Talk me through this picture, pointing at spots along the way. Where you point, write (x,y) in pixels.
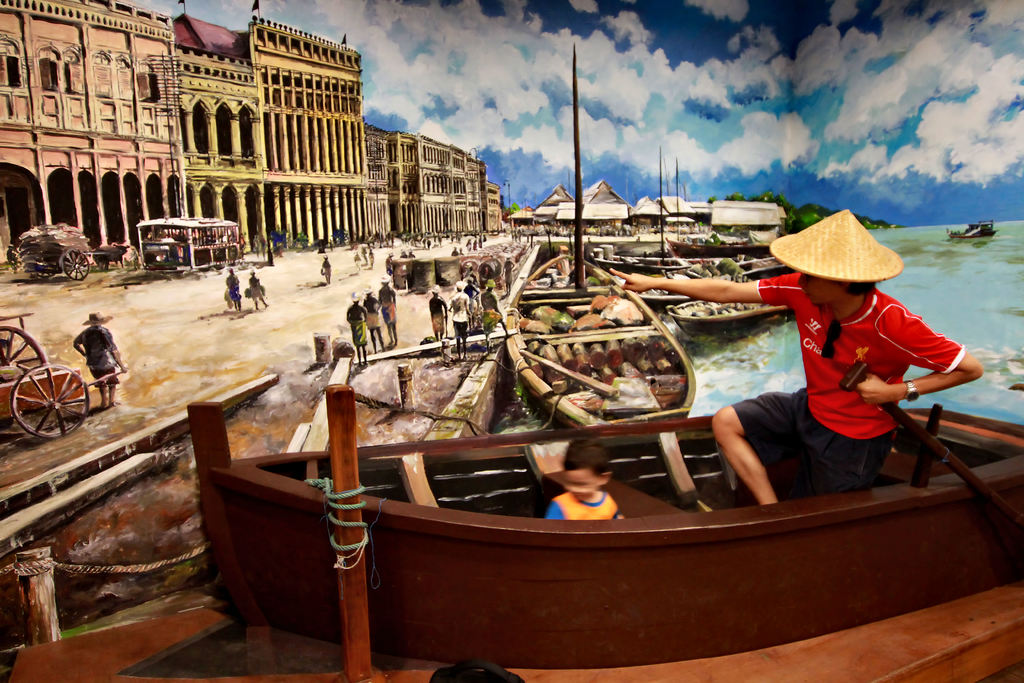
In this image I can see painting (309,293) of buildings (244,163), boats (649,316) on water (673,325), the sky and people (325,266) are standing on the ground (274,303). Here I can see some objects (327,429) on the ground (286,292). Here I can see a man (789,457) and a child (597,491) are in a boat (777,473).
